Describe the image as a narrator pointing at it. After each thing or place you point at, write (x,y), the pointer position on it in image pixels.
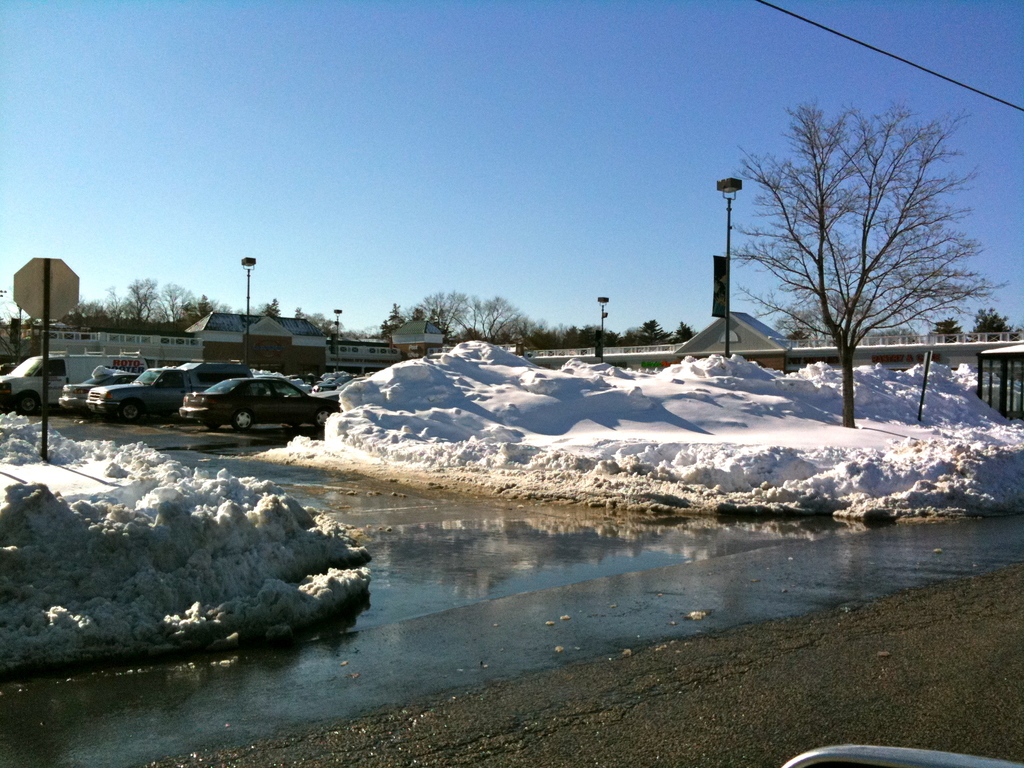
In this image there is a road (607,585) and there are cars (213,416) parked a side, there is snow (677,463) that is collected and kept aside, there are trees (844,385) and buildings (831,341), in the background (657,139) there is sky (637,143).
